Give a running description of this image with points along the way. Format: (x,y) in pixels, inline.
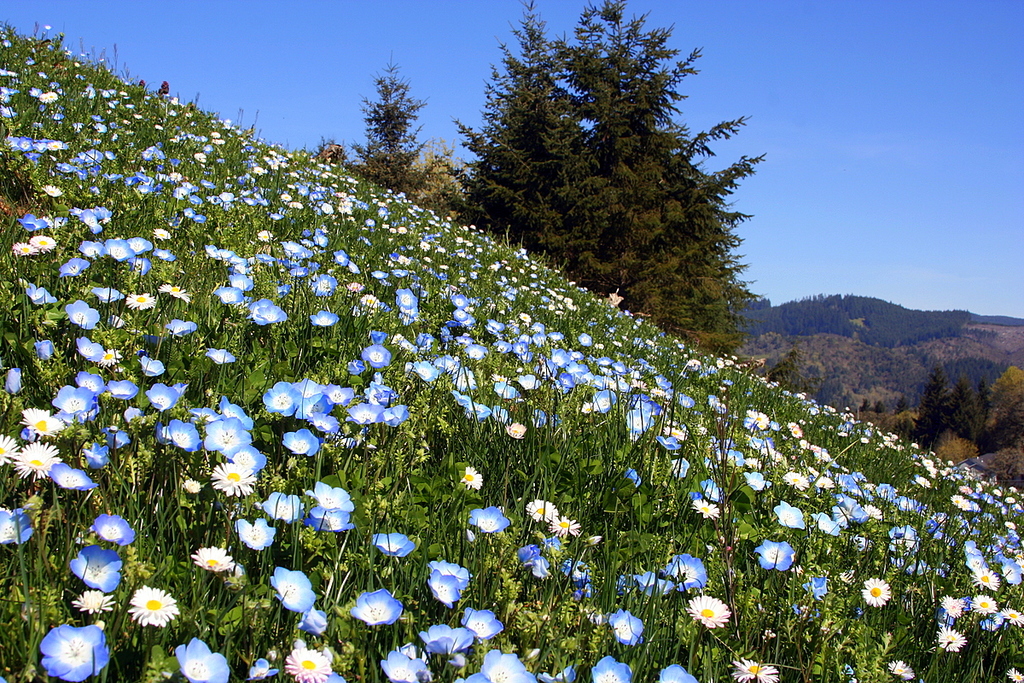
In this image I can see few trees (665,305) and flowers (156,609) in white, yellow and blue color. The sky (817,232) is in blue color.
